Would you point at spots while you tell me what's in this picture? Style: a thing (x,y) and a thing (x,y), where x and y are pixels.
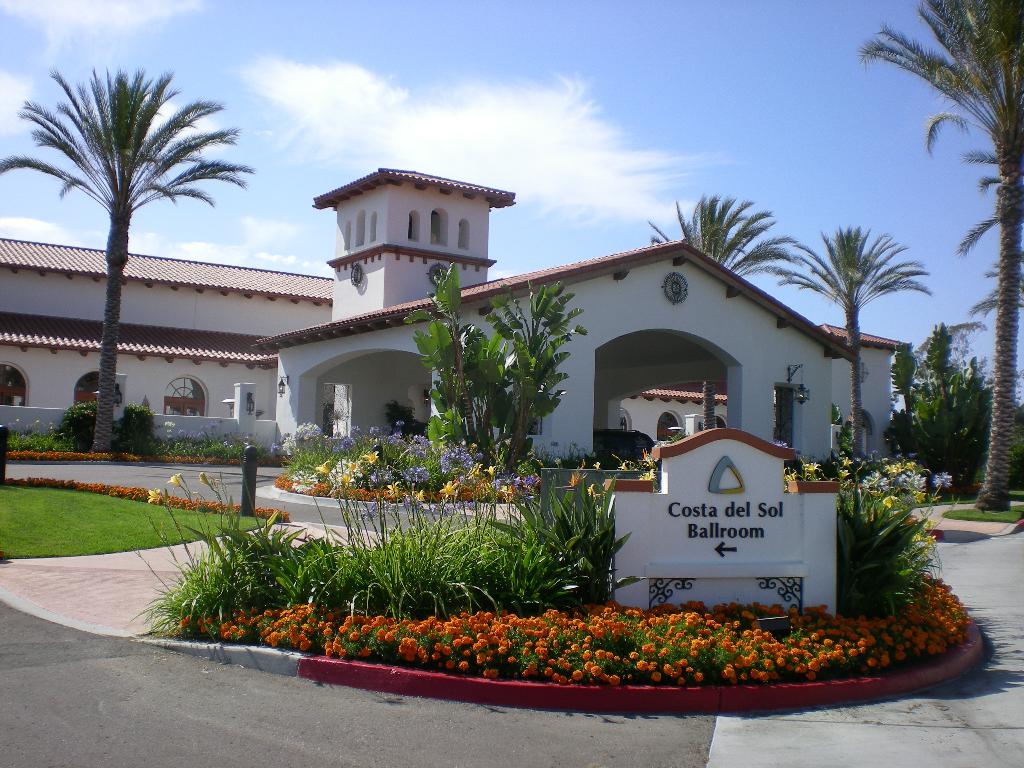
In this picture we can see a name (744,536) on the wall (737,494), flowers (750,624), plants (385,438), trees (994,373), path (302,513), grass (141,531), building (69,373) with windows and some objects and in the background (552,108) we can see the sky (514,77) with clouds (409,126).
